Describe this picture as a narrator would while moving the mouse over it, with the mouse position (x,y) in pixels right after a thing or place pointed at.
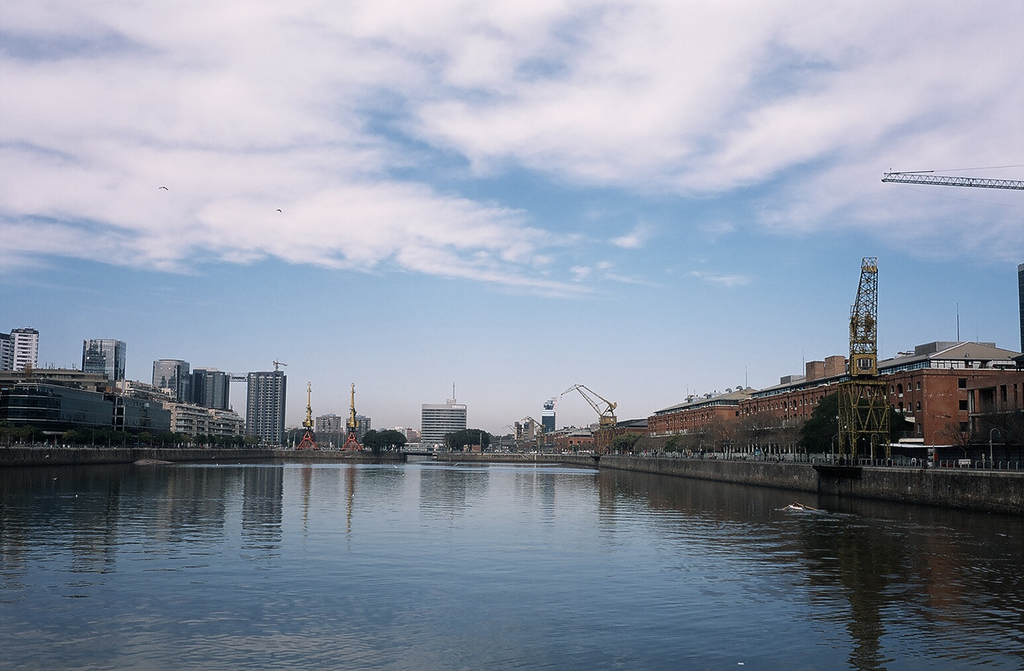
In the image there is a lake (208,602) in the front (887,565) with buildings (819,399) behind it all over the place and above its sky (553,186) with clouds (419,186).
